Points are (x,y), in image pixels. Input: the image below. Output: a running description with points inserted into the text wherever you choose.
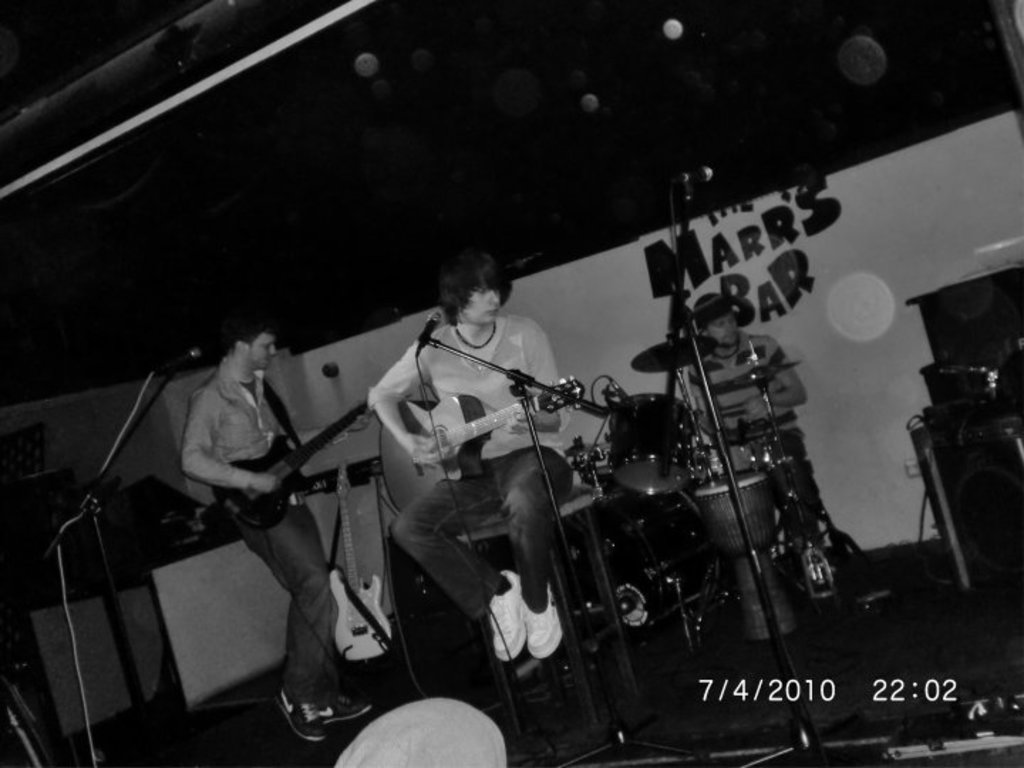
In the image we can see there is a person (293,532) who is standing and holding guitar (234,492) in his hand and other person (552,429) is sitting and holding guitar (395,453) in his hand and behind there is another man (752,409) who is playing drums (640,505) and the image is in black and white colour.
